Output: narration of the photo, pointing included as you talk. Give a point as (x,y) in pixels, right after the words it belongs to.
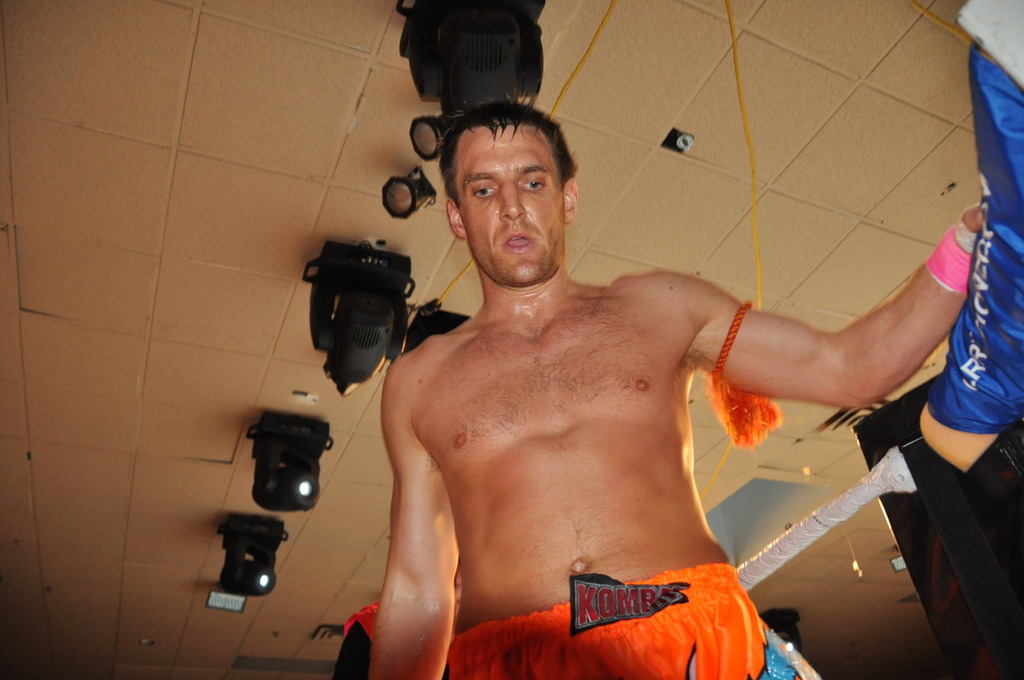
Here we can see a person (608,592). Focusing lights (481,55) are attached to the ceiling (200,510). This person (684,307) is holding an object (1020,222).
